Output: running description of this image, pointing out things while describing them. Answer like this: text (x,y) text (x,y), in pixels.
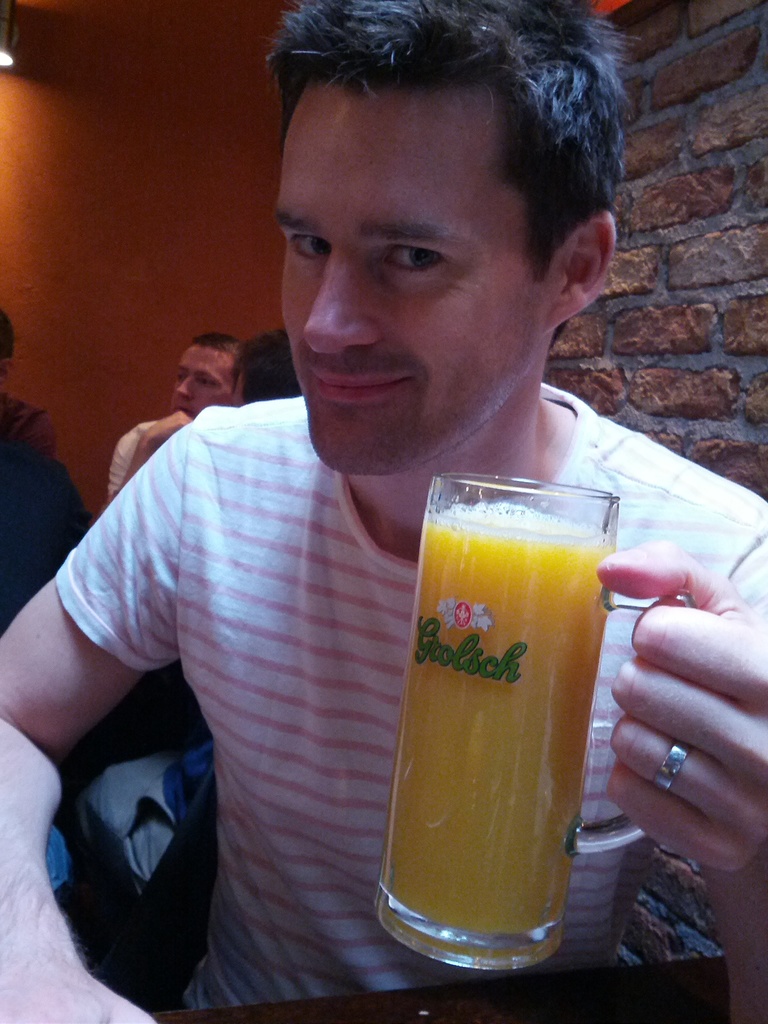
In this image there are people (210,444) sitting. The man (267,577) sitting in the center (488,431) is holding a glass (539,750) containing juice (515,767), before him there is a table (363,1000). In the background (671,180) there is a wall (248,156) and a light (2,53).
